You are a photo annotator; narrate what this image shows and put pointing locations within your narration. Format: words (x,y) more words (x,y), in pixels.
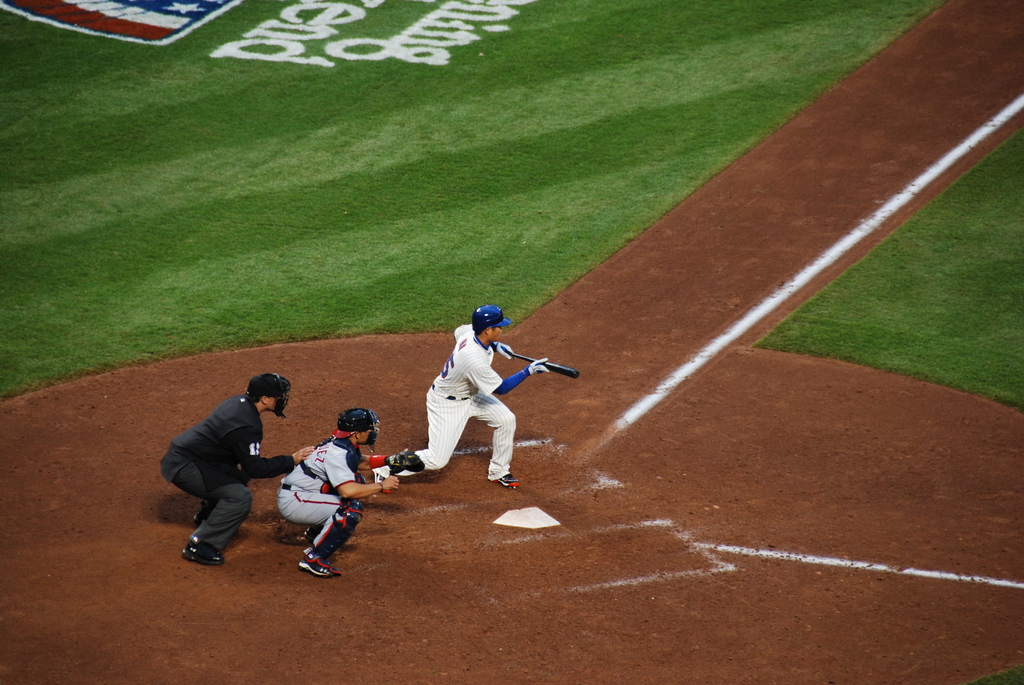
In this picture we can observe three members (357,439) in the baseball ground (208,326). One of them was holding a baseball bat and wearing blue color helmet (494,311). Two of them were wearing white color dress (297,514) and the other guy (215,425) was wearing black color dress (234,458). In the background (268,427) there is a baseball ground (363,145).
